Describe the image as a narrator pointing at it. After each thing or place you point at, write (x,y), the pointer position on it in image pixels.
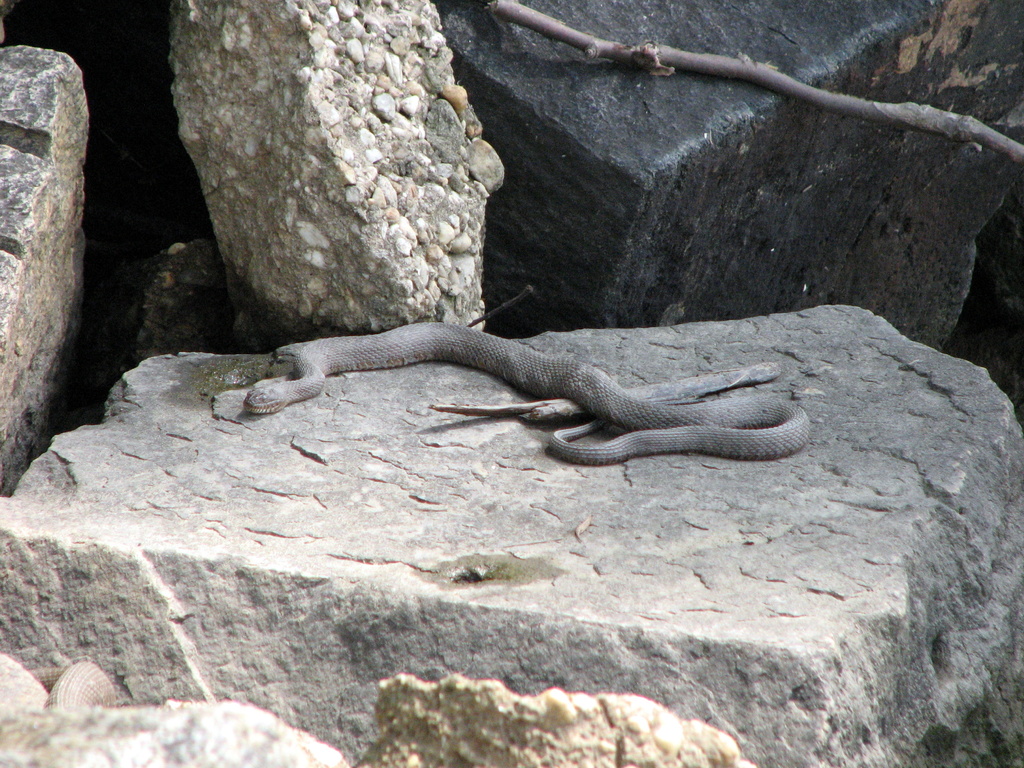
In this image at front (179,638) there are rocks (415,192) and at the center of the rock (389,396) there is a snake (751,419). Beside the snake (708,410) there is a wooden stick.
